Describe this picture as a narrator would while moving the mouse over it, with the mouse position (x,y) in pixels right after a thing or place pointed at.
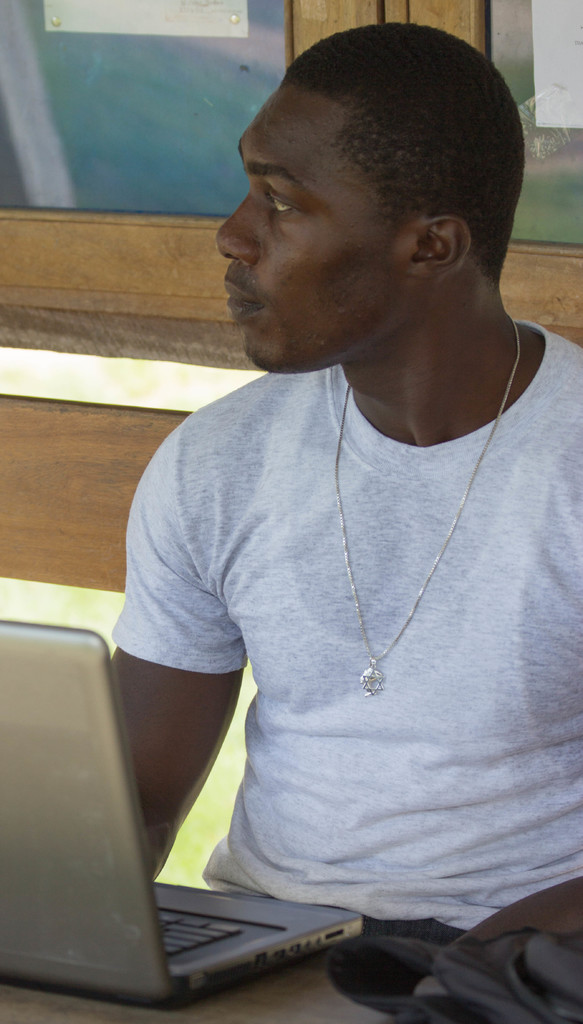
In this image I can see a person (401,530) wearing white colored t shirt (294,514) is sitting on a bench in front of a desk (338,997) and on the desk (272,1013) I can see a laptop (158,926) which is grey in color and a cloth (553,964). In the background (120,413) I can see few other wooden planks (114,347) which are brown in color.
